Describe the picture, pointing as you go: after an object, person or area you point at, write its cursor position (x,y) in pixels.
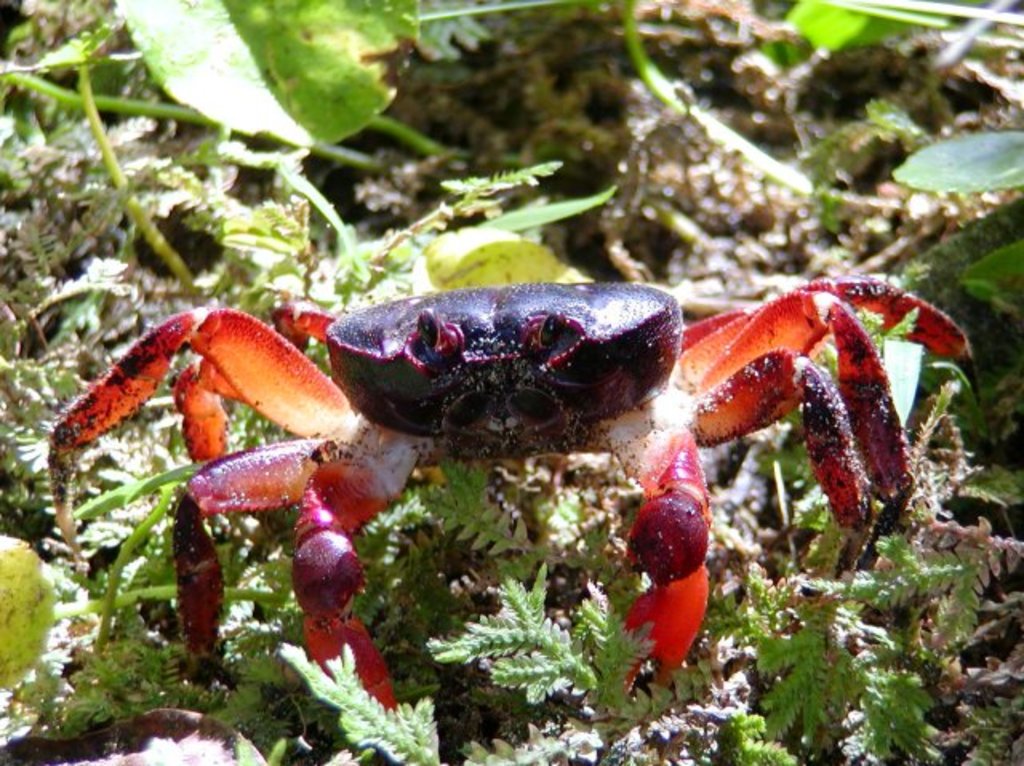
In the center of the picture (386,400) there is a crab (267,387). In this picture there are plants (438,212) and soil (732,96).
